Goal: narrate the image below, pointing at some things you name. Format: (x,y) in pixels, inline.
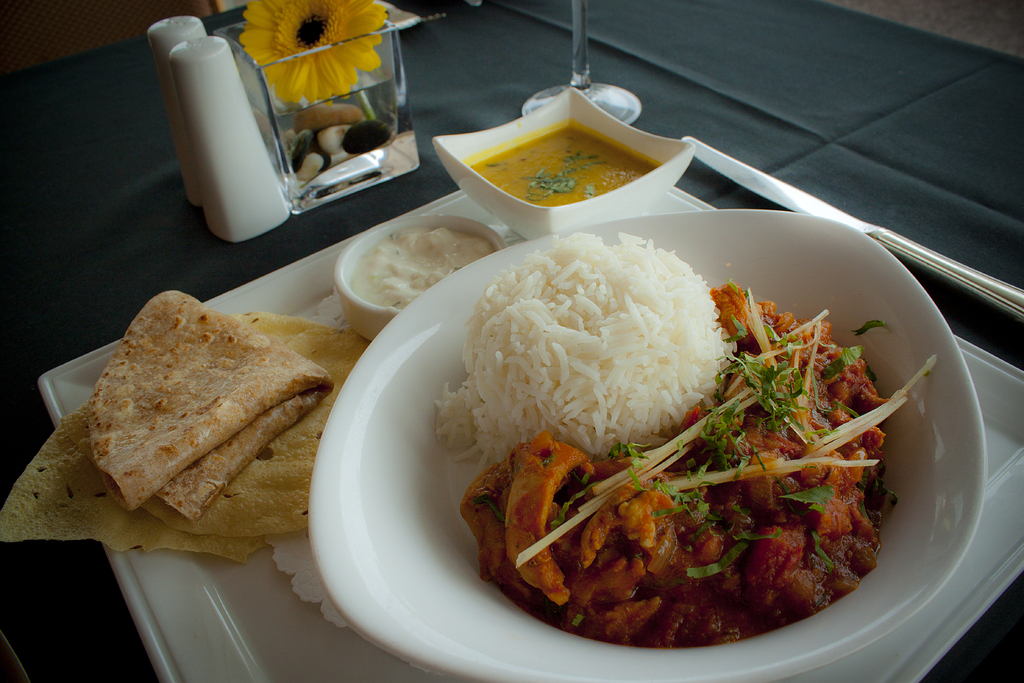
In this image we can see food (579,382) in a bowl (625,511) placed in a tray (307,654). At the top of the image (378,108) we can see flower vase (292,110) and tumbler (587,51).
